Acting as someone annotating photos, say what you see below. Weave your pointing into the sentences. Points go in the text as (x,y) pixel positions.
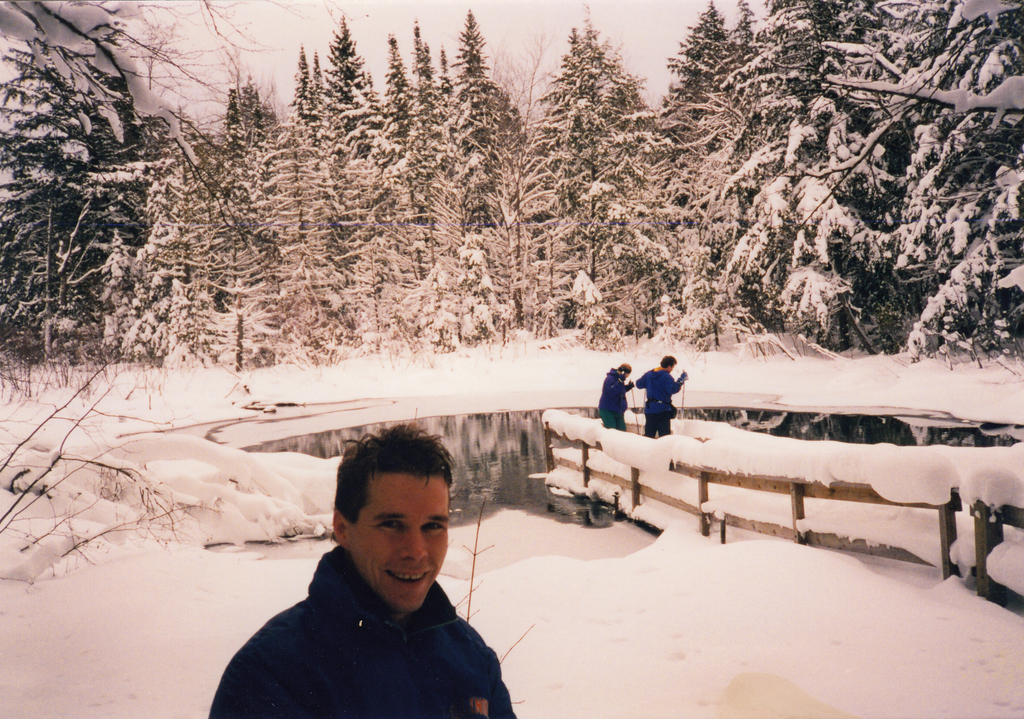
In the foreground of this image (275,672), there is a man (421,582). In the background (613,344), there are two people (651,434) at the dock (708,488) and also we can see the pond (454,461), snow (228,391) and the trees (299,176).
